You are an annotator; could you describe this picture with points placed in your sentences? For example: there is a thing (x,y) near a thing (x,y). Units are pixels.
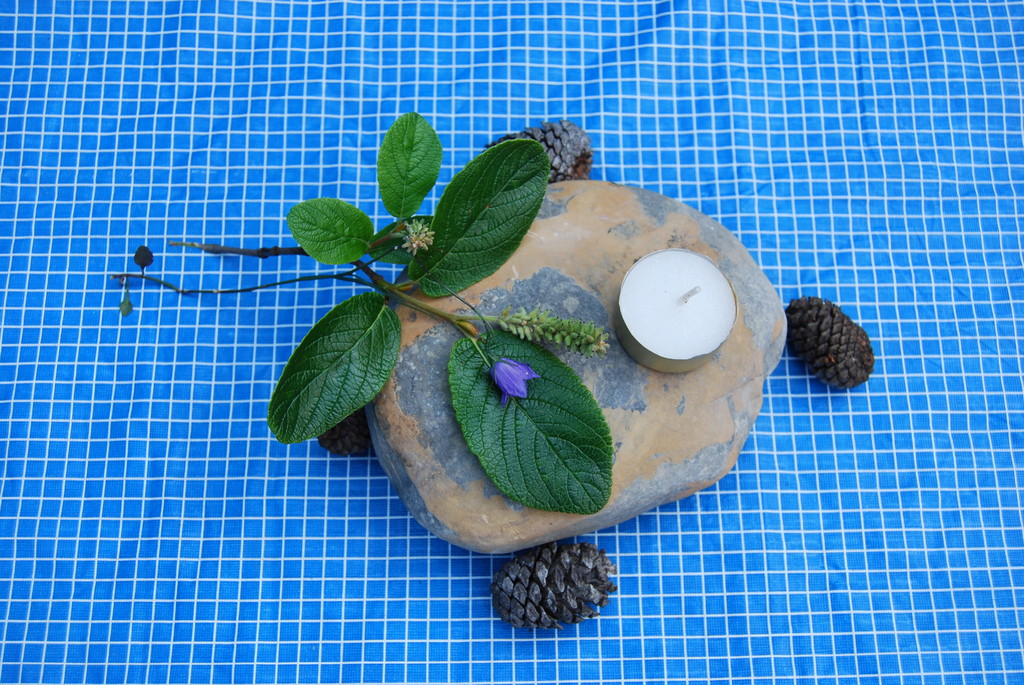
There is a blue and white check cloth (887,540). On that there is a stone (696,428), pine cones (564,581) and a plant (344,240) with leaves (512,357) and flower (523,366). On the stone (587,377) there is a candle (676,328).
